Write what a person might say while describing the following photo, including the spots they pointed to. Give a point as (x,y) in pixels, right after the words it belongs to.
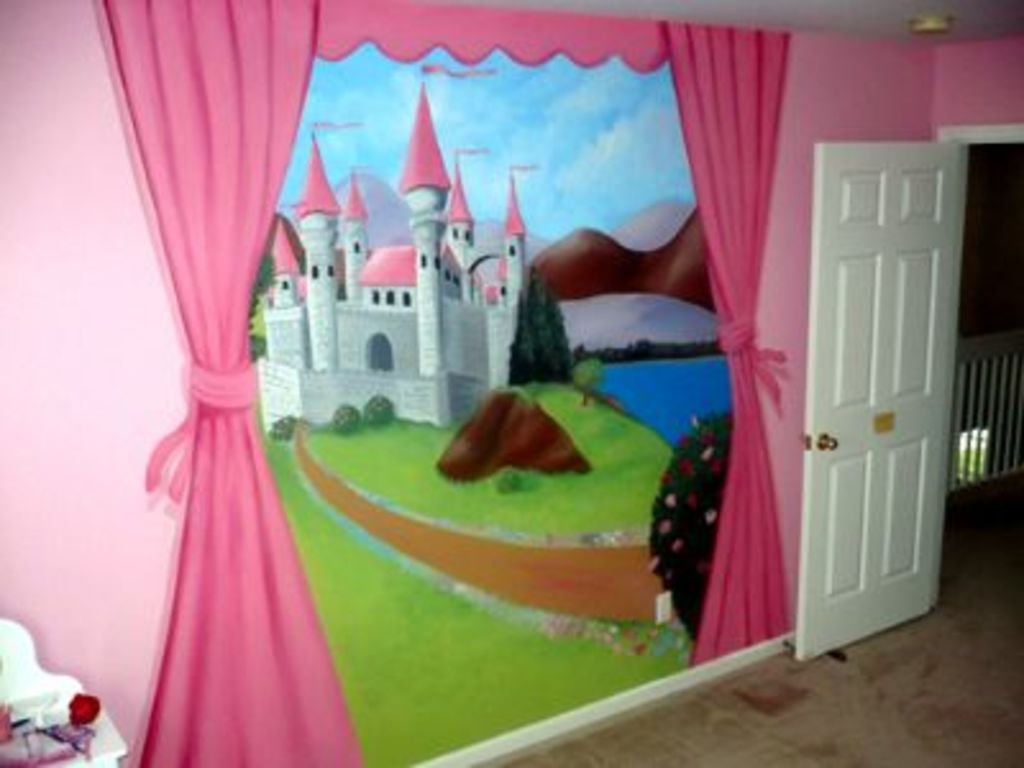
In this picture I can see there is an image of a fort (433,262), pond (715,370) and a mountain (601,343). There is a curtain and a door (953,363) at the right side (855,401).
